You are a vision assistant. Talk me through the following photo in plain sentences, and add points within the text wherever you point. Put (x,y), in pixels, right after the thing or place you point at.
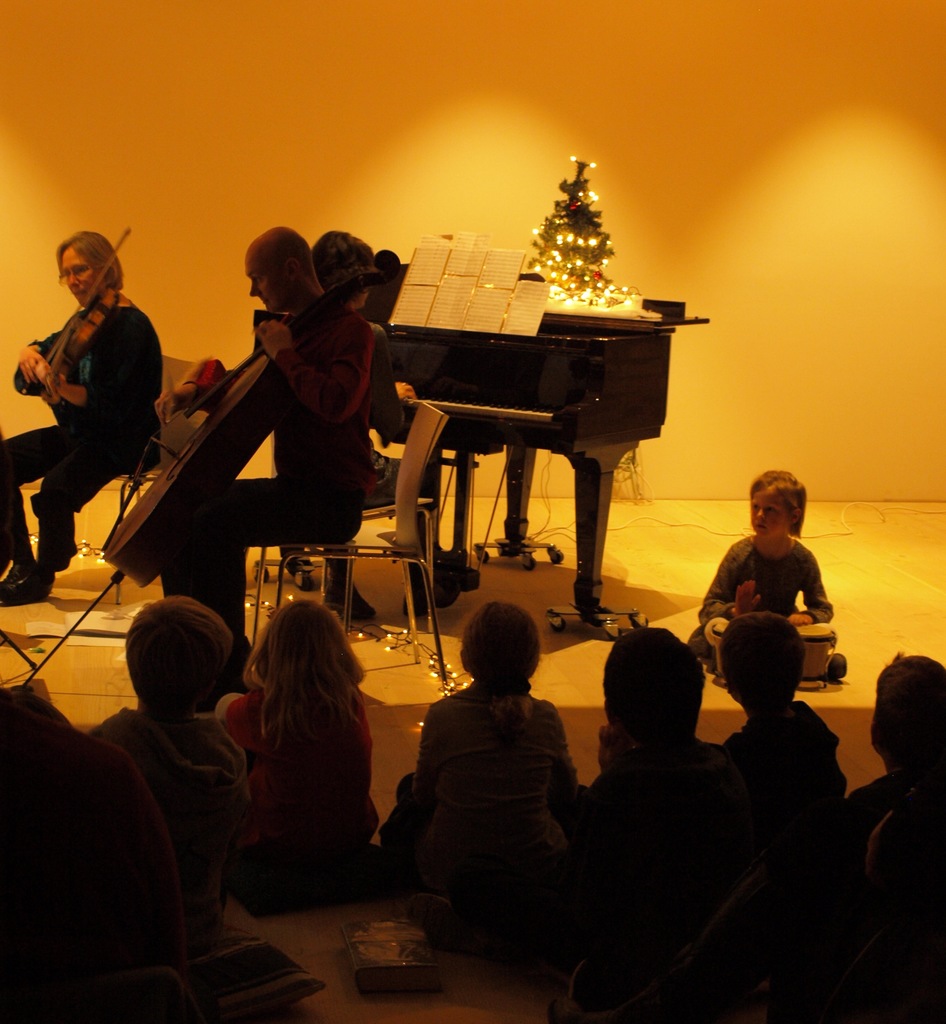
In this image i can see a group of children (476,754) sitting on the floor (594,702), three person (342,513) sitting on the chair (164,393) playing the musical instrument (606,350). There are few papers (484,253) in front a person (324,250), a christmas tree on a musical instrument (606,362). At the background (730,171) i can see a wall (802,230).
